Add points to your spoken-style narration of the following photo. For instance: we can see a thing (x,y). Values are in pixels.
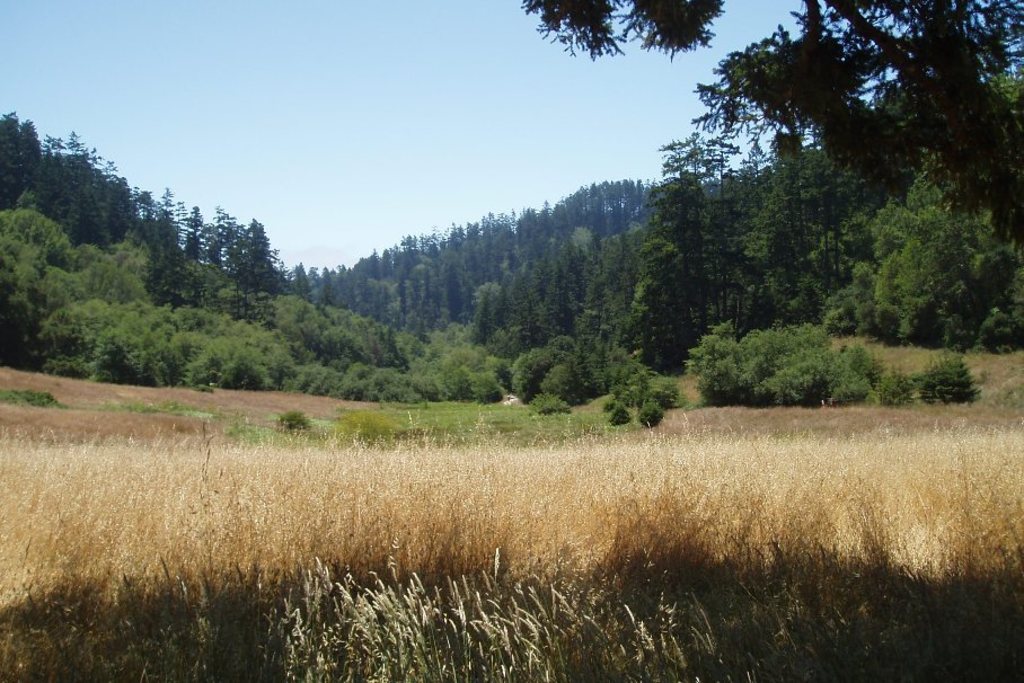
In this picture we can see some grass (417,507), few plants (224,347) and trees (552,283) in the background (172,325).
